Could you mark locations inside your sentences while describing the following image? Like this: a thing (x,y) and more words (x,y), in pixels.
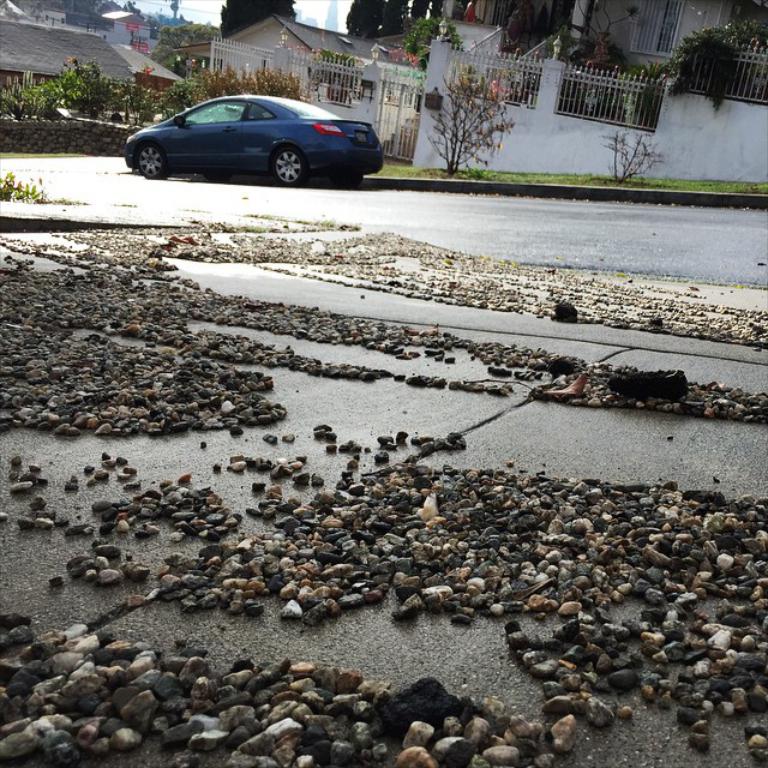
In this image we can see stones (517,574), grass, plants (21,194), fence (390,120), wall (532,107), trees (384,20), houses (391,38), and sky (194,16). There is a car (374,136) on the road (662,256).
